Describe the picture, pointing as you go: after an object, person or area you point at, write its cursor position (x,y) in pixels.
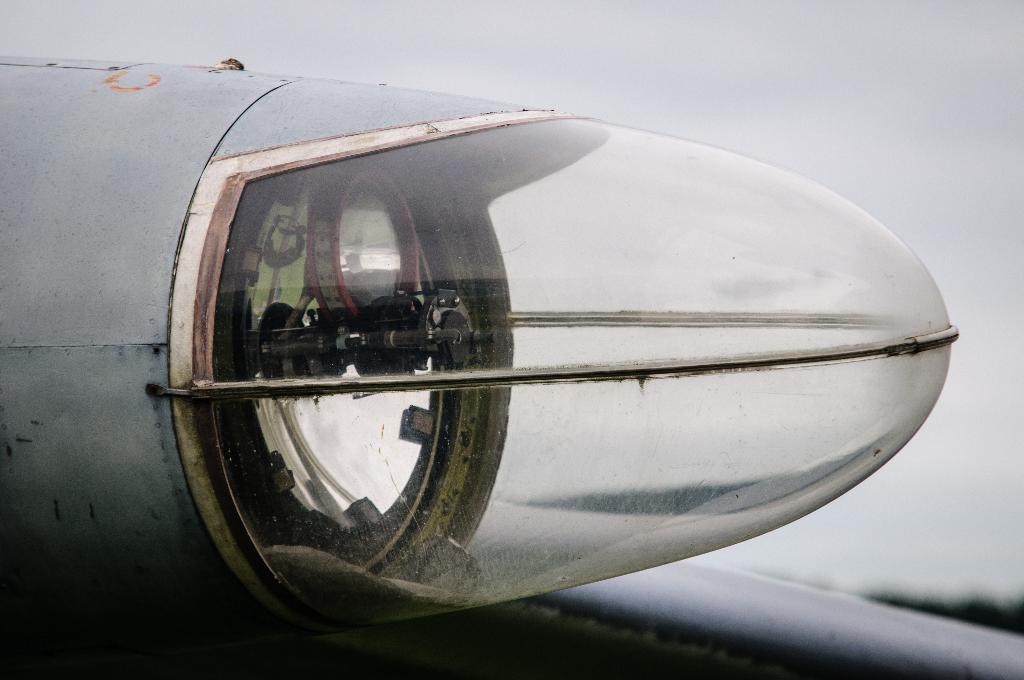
In this image I can see a light (477,359) of an aeroplane (223,127). There is sky (928,124) at the top (928,124).
